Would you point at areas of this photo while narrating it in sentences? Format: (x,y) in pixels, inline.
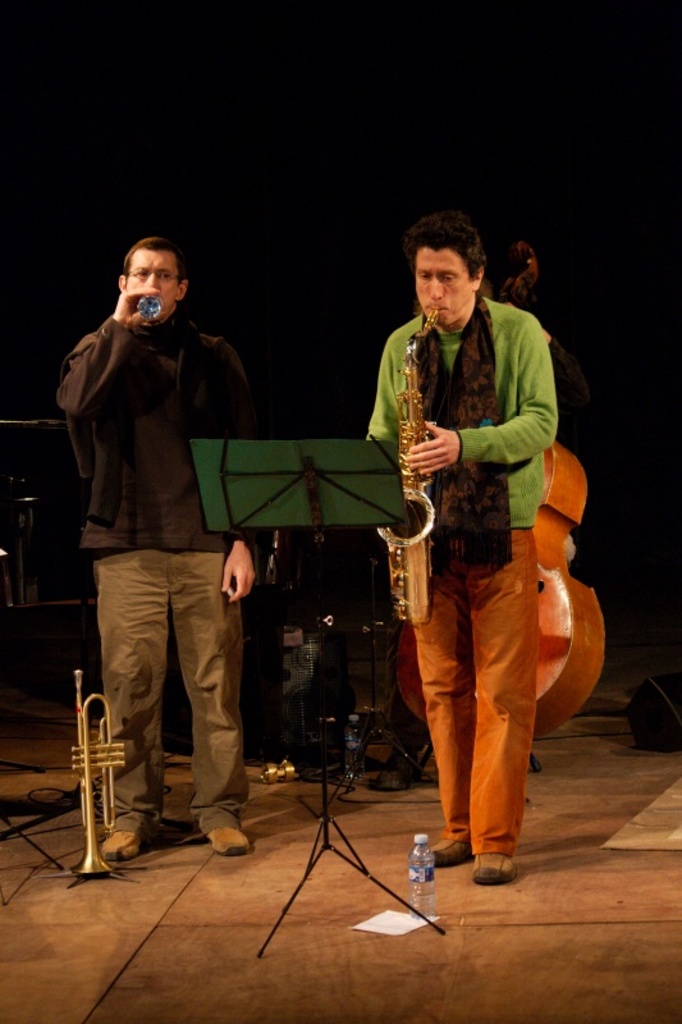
In this picture a man (466,560) is playing saxophone (414,350) and another man (178,422) is drinking water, in front of them we can see a stand (320,573) and a bottle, in the background (560,511) we can see a double bass (550,505), and some musical instruments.
